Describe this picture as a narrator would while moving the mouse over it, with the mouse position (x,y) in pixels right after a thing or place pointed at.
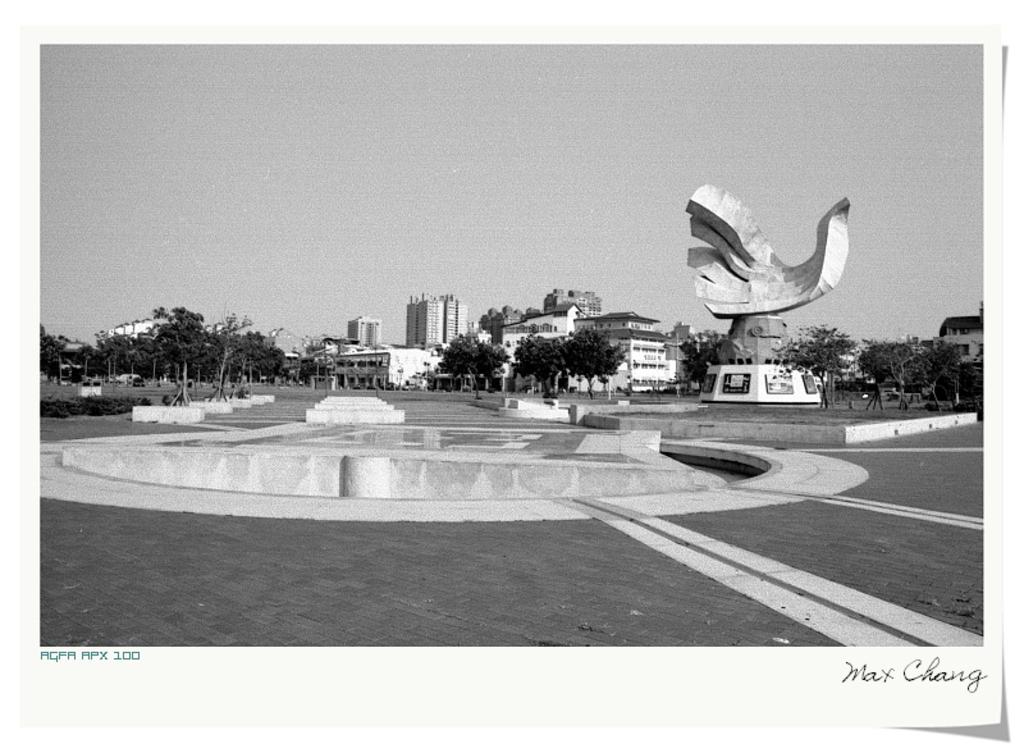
In this picture there are buildings (537,322) and trees (481,358) and there are poles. In the foreground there is a statue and there might be two people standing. At the top (344,195) there is sky (432,223). At the bottom (480,565) there is a road (595,573).
